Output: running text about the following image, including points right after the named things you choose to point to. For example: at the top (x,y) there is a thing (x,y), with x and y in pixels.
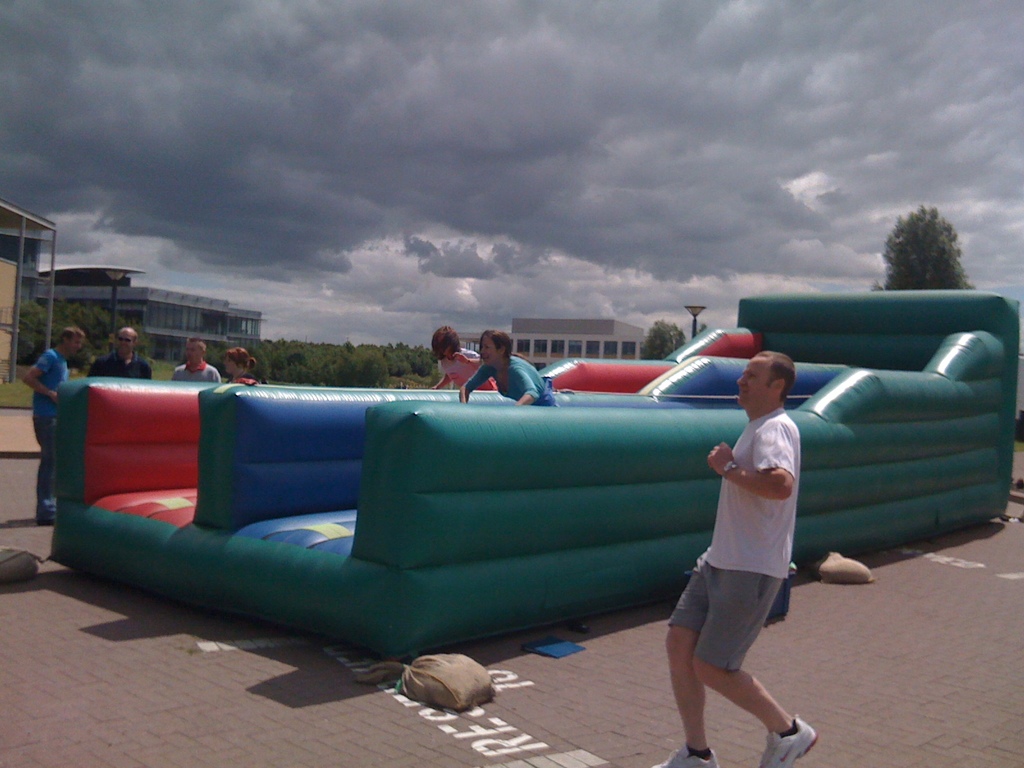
In the center of the image (365,457) there is a inflatable (489,464). There are people (456,364) on it. In the foreground of the image (700,558) there is a person (710,617) running. In the background of the image (242,314) there are buildings (204,309), trees (945,274), sky (610,251). At the bottom of the image (290,738) there is floor (145,706).
